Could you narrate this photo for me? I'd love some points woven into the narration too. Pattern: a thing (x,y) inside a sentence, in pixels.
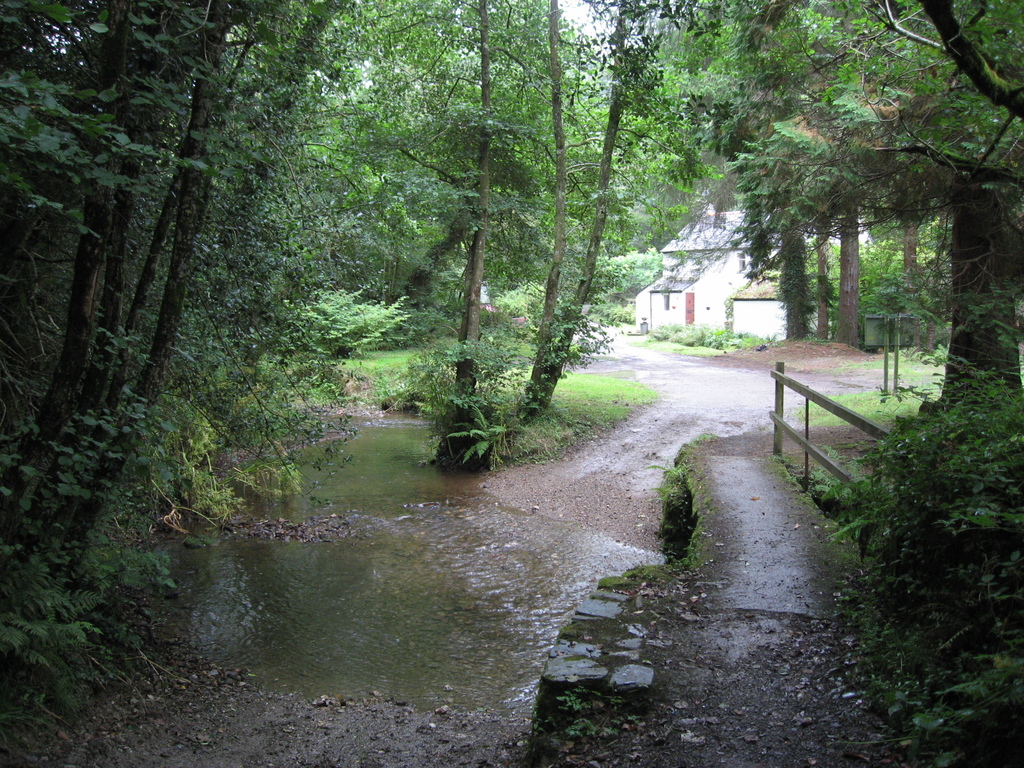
In this image I can see the water (408,618). On the left (293,263) and right side (975,350), I can see the trees (871,253). In the background (762,279), I can see the road (684,383) and a house (702,299).
